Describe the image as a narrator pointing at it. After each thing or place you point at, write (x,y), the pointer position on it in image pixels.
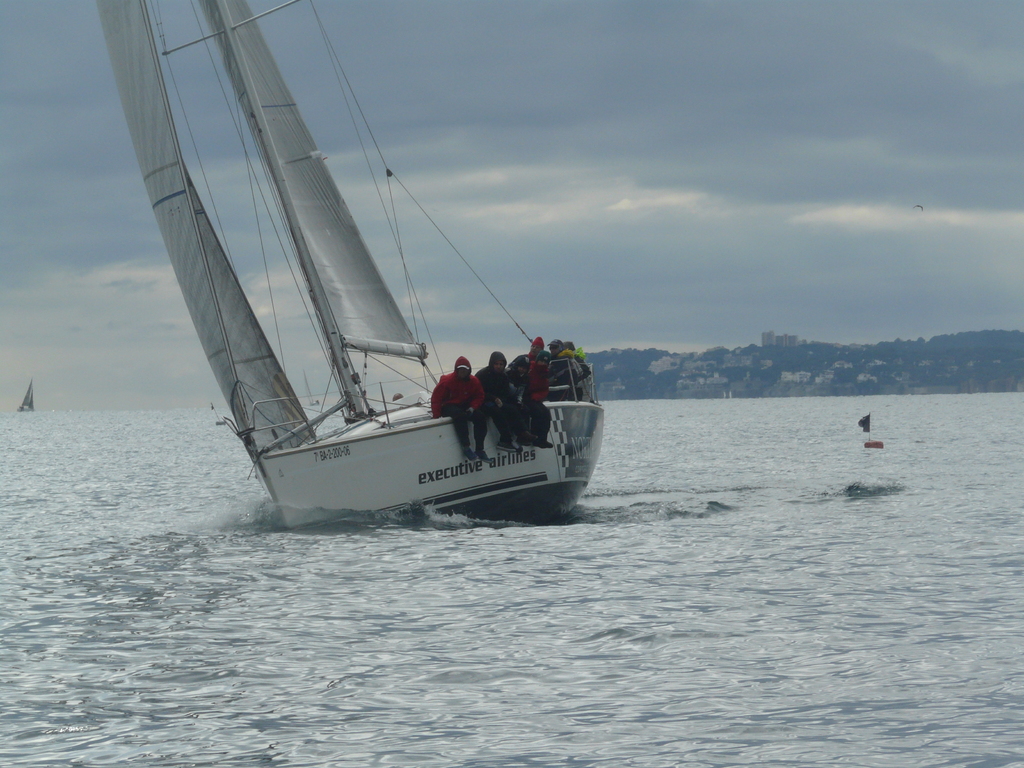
In this image we can see some group of persons (511,414) sitting in sailboat (422,428) is off white color which is moving on water (760,404) and in the background of the image (662,365) there are some houses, trees (967,359) and top of the image (761,170) there is cloudy sky (647,178).
